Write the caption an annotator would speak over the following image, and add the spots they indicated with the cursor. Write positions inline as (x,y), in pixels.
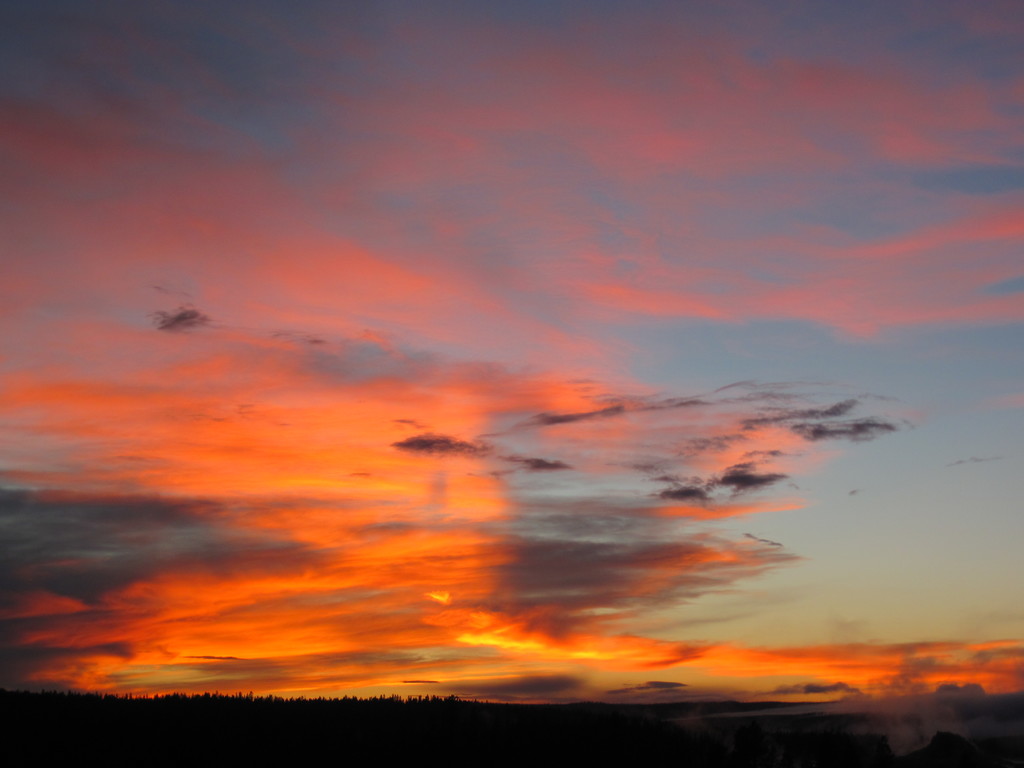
In this image I can see the sky (421,582).
